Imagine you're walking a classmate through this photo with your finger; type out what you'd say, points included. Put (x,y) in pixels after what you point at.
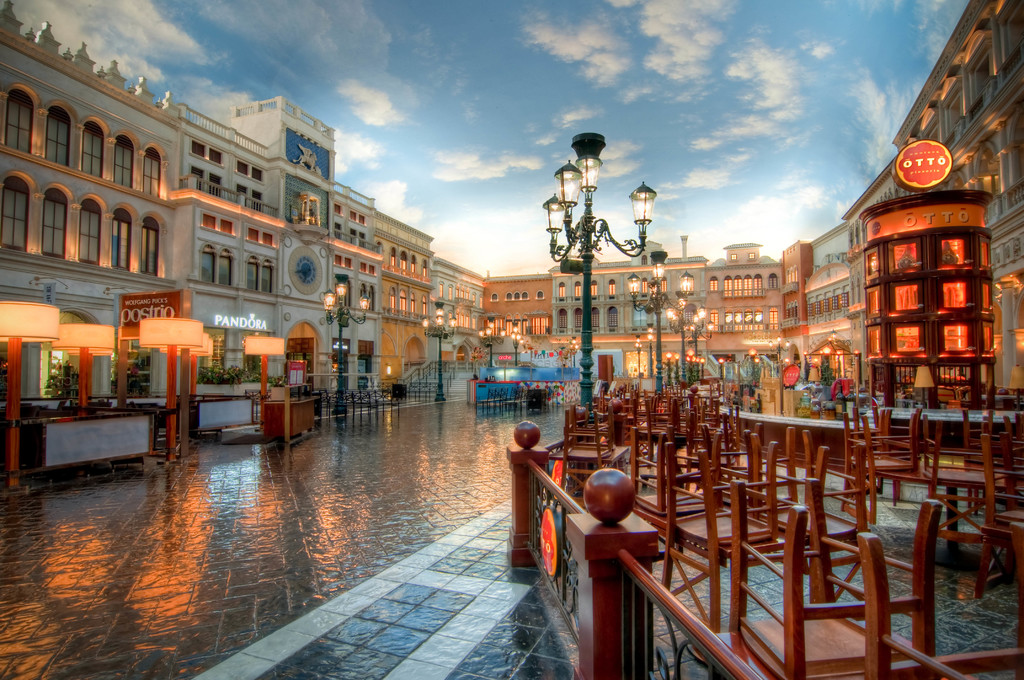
In this image we can see an outside view. In the foreground (803,566) we can see a group of chairs (714,563), tables (955,460) placed on the ground (667,647), barricade (627,617) and light poles (633,290). In the background (736,271), we can see a group of buildings (299,256) with windows (254,263), railings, sign boards (132,319) with text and the cloudy sky (666,188).
